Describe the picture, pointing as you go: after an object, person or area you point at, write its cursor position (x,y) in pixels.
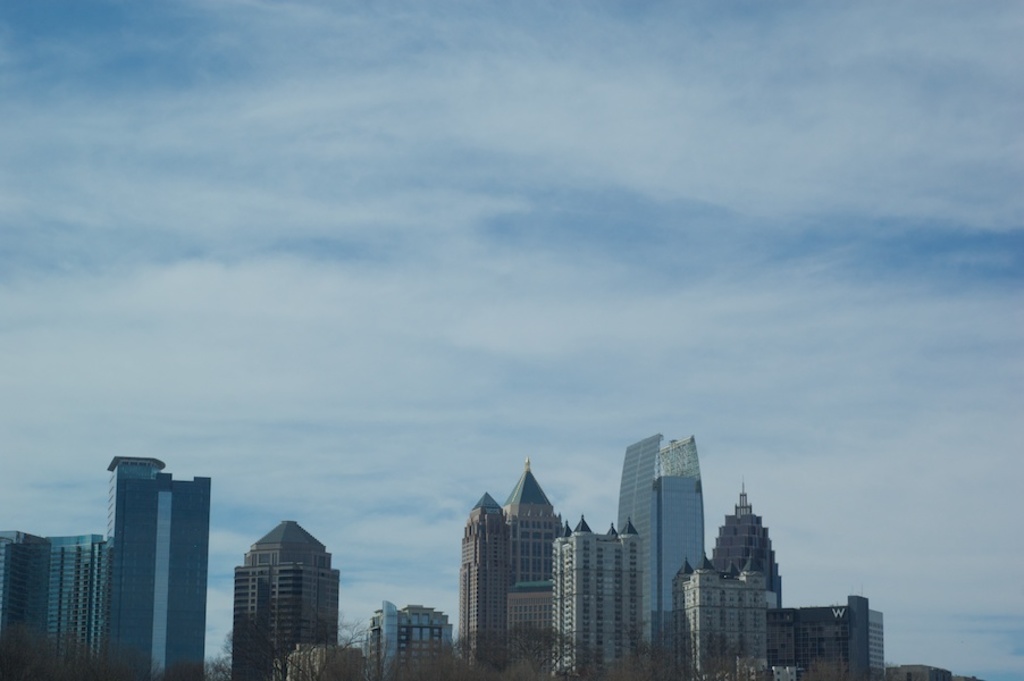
In this image I can see there are buildings (272,545) and trees (451,658). And at the top (506,194) there is a sky (617,236).
